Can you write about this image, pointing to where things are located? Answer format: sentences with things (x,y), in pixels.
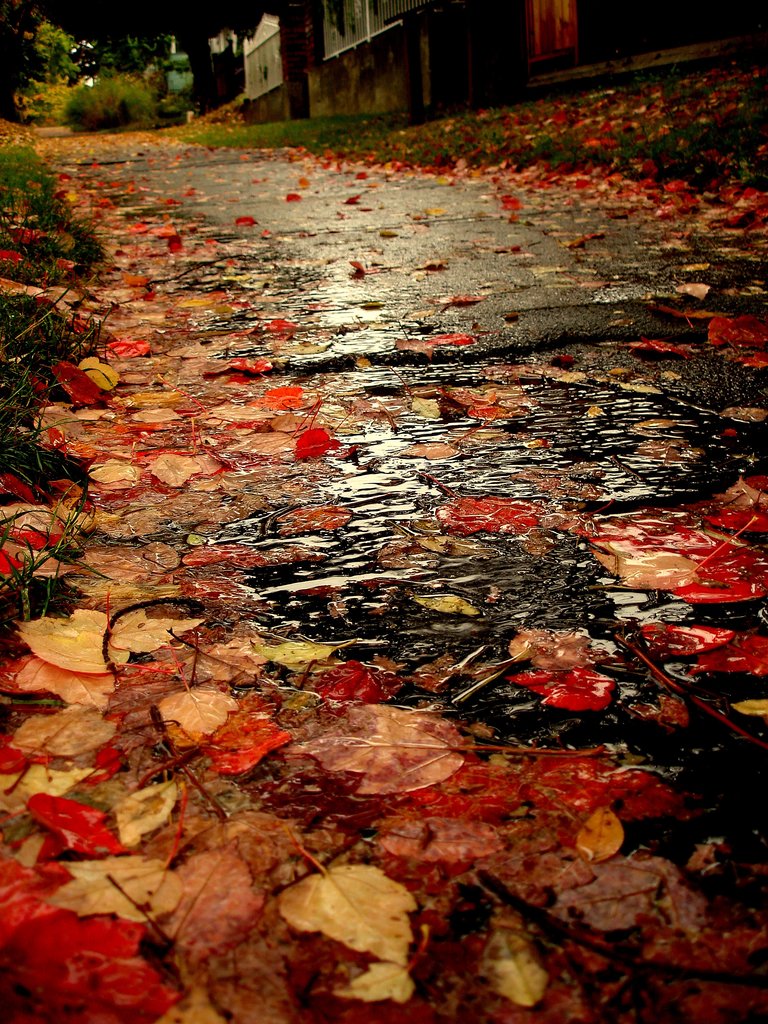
In this picture we can see water (370,517) and leaves (740,496) at the bottom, on the left side (53,229) there is grass (57,239), in the background (414,38) we can see plants (169,100) and a house (296,69).
